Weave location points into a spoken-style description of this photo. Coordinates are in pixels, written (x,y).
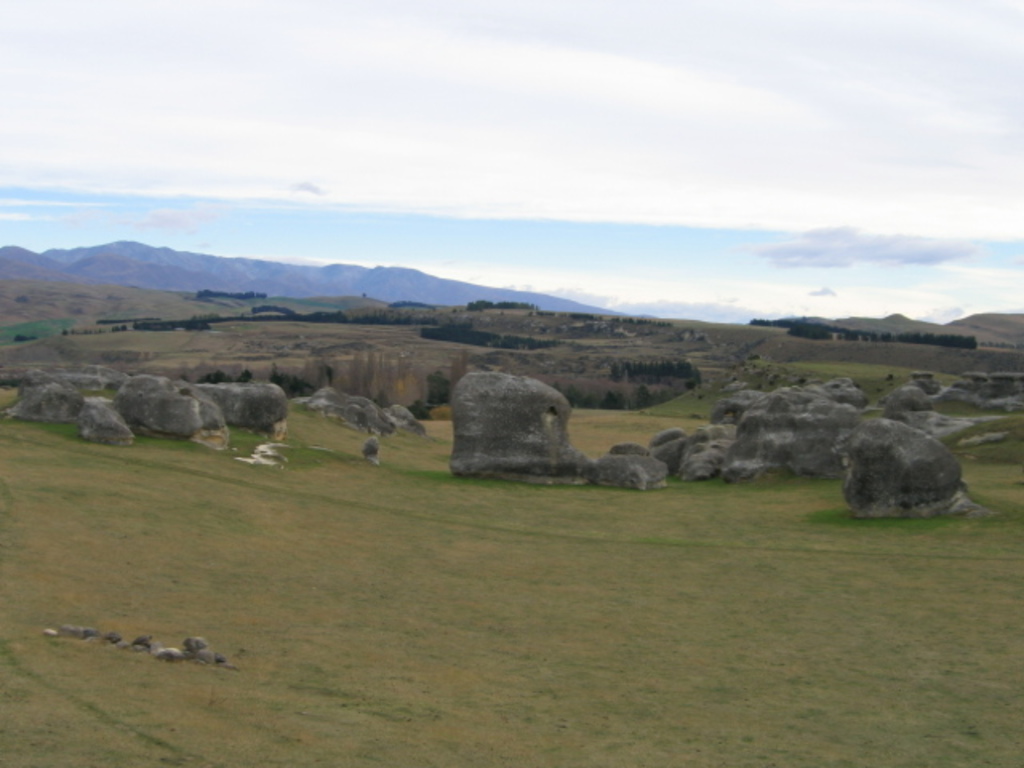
This image is clicked outside. There are rocks (782,395) in the middle (487,431). There is sky (509,143) at the top (512,169). There are trees (382,396) in the middle (676,376).
